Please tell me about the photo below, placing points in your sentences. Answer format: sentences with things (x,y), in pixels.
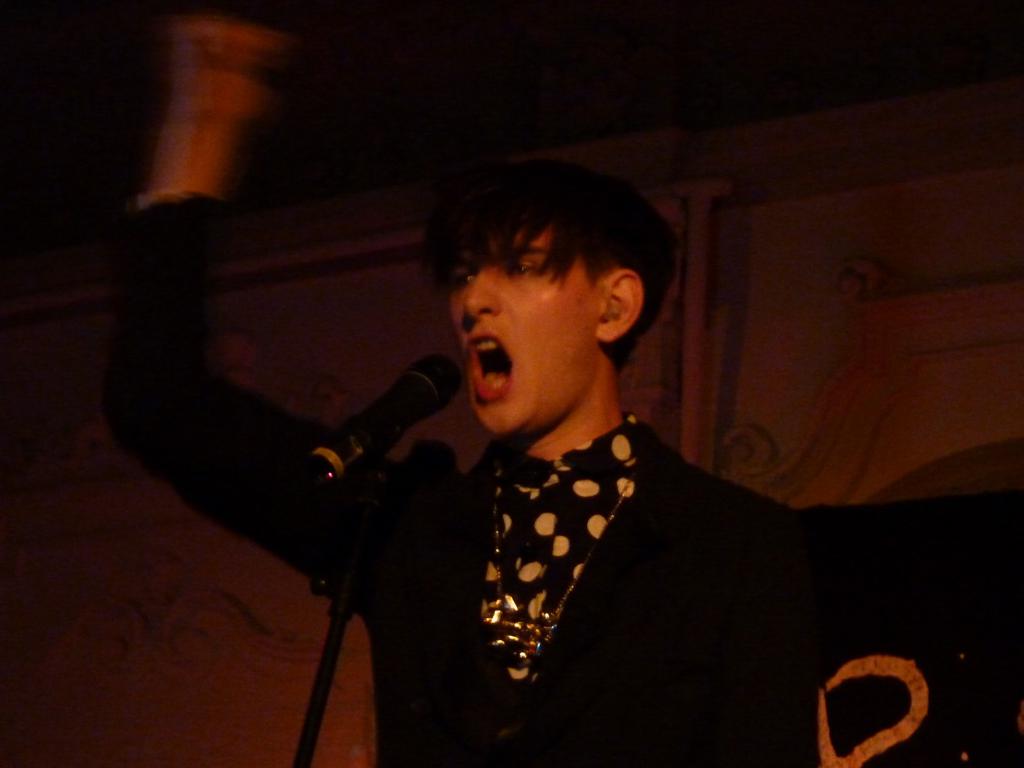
in this picture there is a man (500,563) who is wearing black dress (584,544) and he is standing in front of the mic (410,377). In the back (831,426) I can see the wall (785,419).
